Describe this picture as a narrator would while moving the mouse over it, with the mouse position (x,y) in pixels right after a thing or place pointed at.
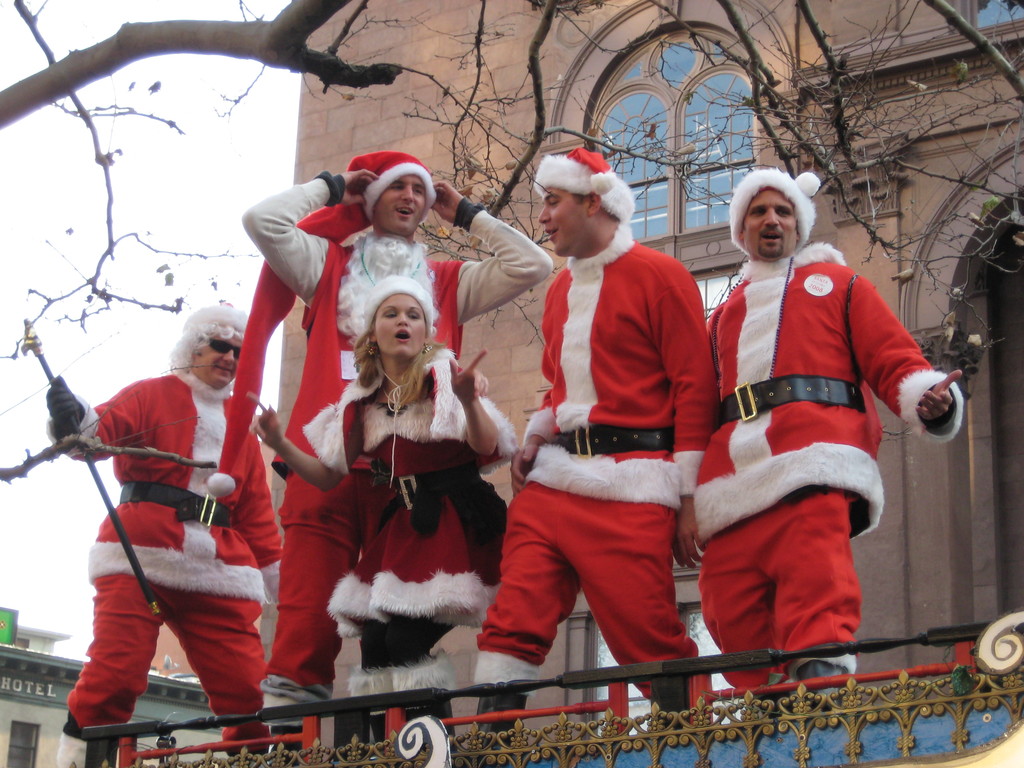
In the center of the image (468,398) we can see people (762,501) wearing costumes (834,601). In the background (380,102) there is a building (882,52), trees (309,7) and sky (167,205).
